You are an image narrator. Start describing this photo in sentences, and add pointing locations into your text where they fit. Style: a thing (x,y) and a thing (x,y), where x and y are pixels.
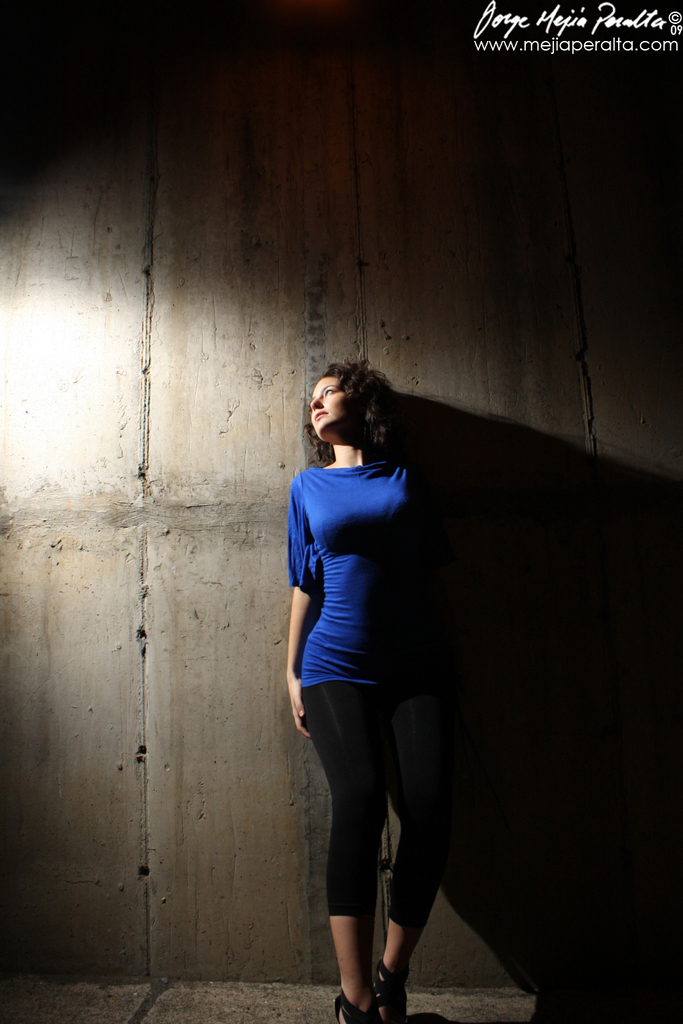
In this image we can see a lady (370,789) standing on the floor (528,1000) and wall (271,549) in the background (271,549).
